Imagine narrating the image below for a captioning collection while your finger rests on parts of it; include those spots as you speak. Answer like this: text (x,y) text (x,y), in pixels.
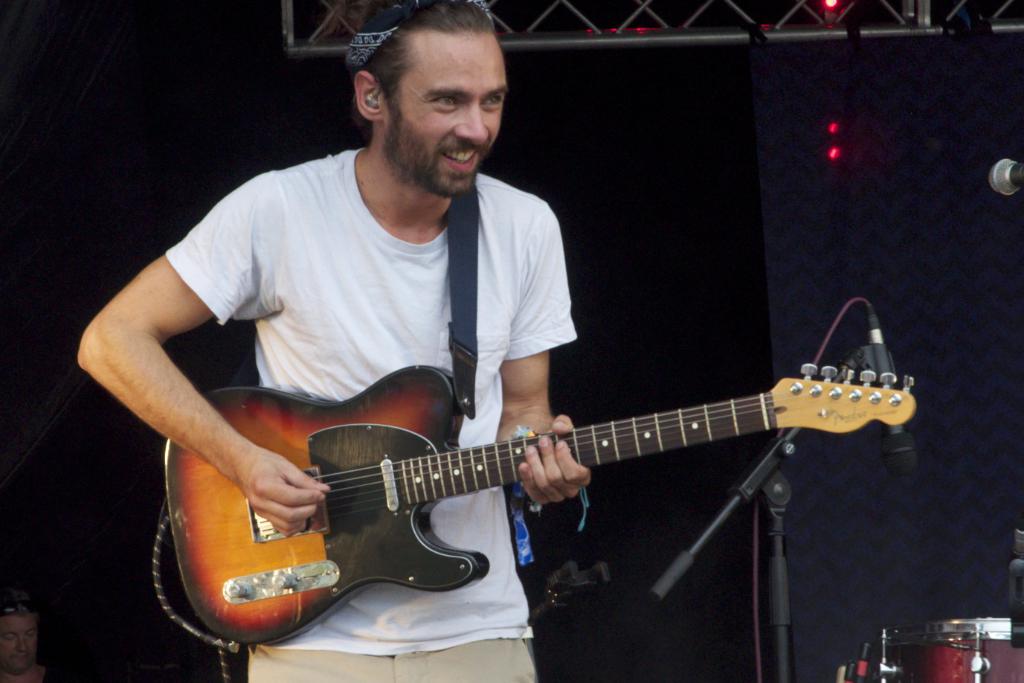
In this image I can see a man (329,315) wearing t-shirt (336,272) and standing. He is playing the guitar (379,497) and smiling. In front of this person (453,173) there is a mike stand (759,466). On the right side of this image (977,653) we can see the drums (936,652).
